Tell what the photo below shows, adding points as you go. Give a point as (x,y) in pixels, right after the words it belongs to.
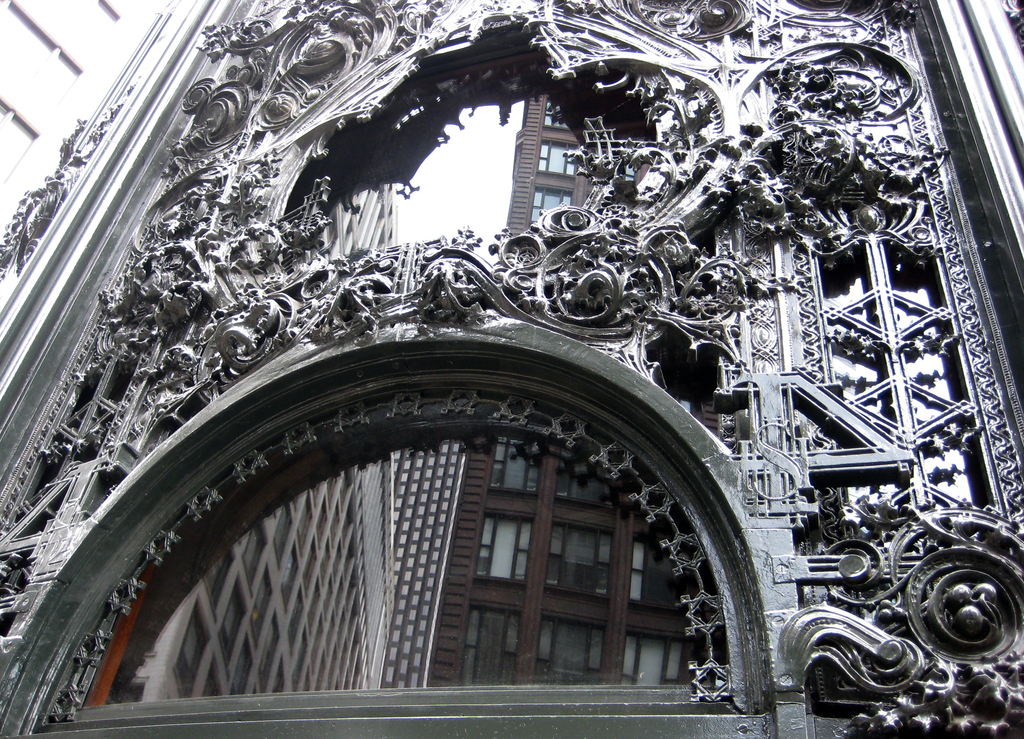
In this image we can see a wall (606,380) with some designs (728,184). There are mirrors (494,478) on the wall (346,84). On the mirrors (411,498) there are reflections (345,555) of buildings (450,543) with windows (491,563).
